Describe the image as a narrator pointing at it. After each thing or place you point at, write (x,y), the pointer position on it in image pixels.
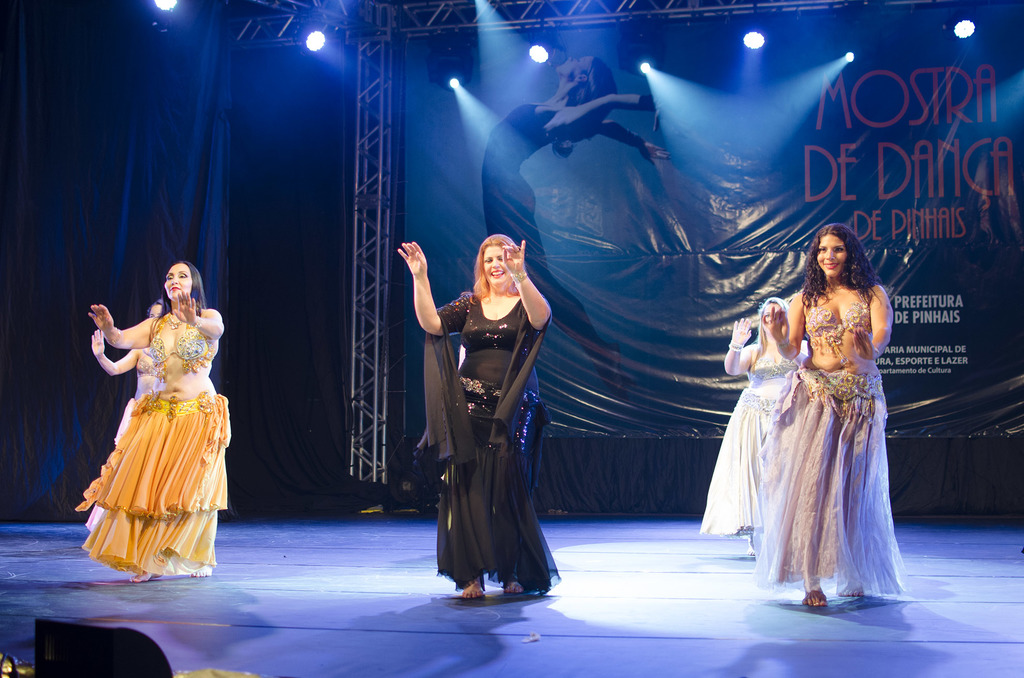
In the picture I can see a few women (833,360) dancing on the floor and there is a pretty smile on their faces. In the background (484,145), I can see the hoarding (507,175). In the hoarding (507,175) I can see a woman (566,96) dancing and there is text (921,96) on the right side (962,89). I can see the lighting arrangement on the metal scaffolding structure (372,87). I can see a curtain (152,98) on the left side (73,169).
